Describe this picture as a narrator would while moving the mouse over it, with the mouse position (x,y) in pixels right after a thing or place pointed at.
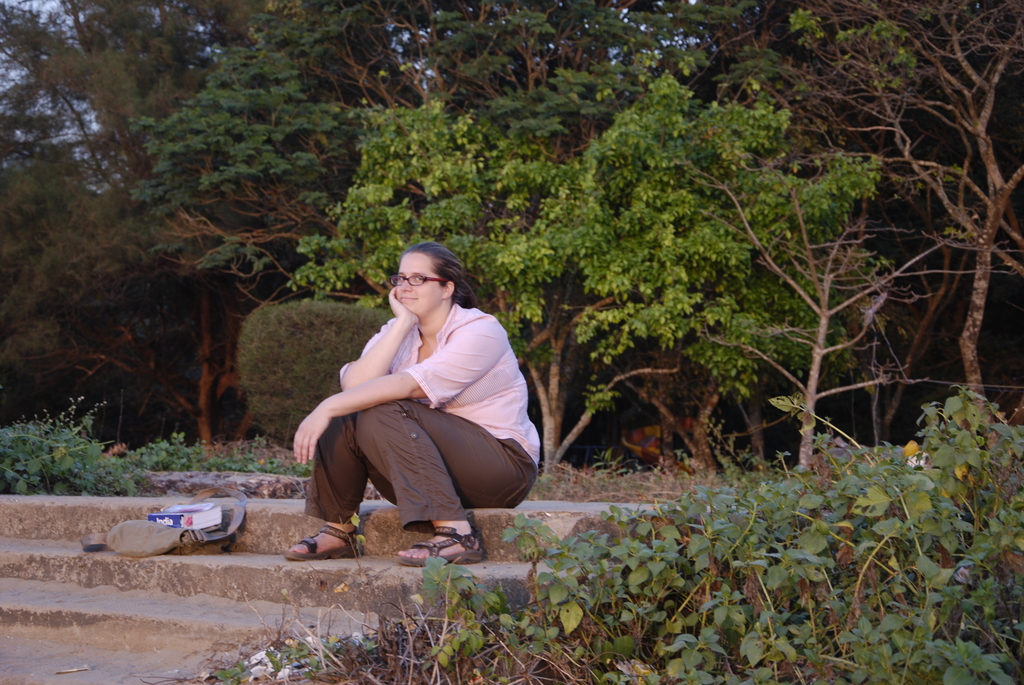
Here we can see a woman (489,461) posing to a camera and she has spectacles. There is a bag (171,544) and a book (171,524). Here we can see plants (693,651). In the background (356,304) there are trees (557,136) and sky (48,7).
